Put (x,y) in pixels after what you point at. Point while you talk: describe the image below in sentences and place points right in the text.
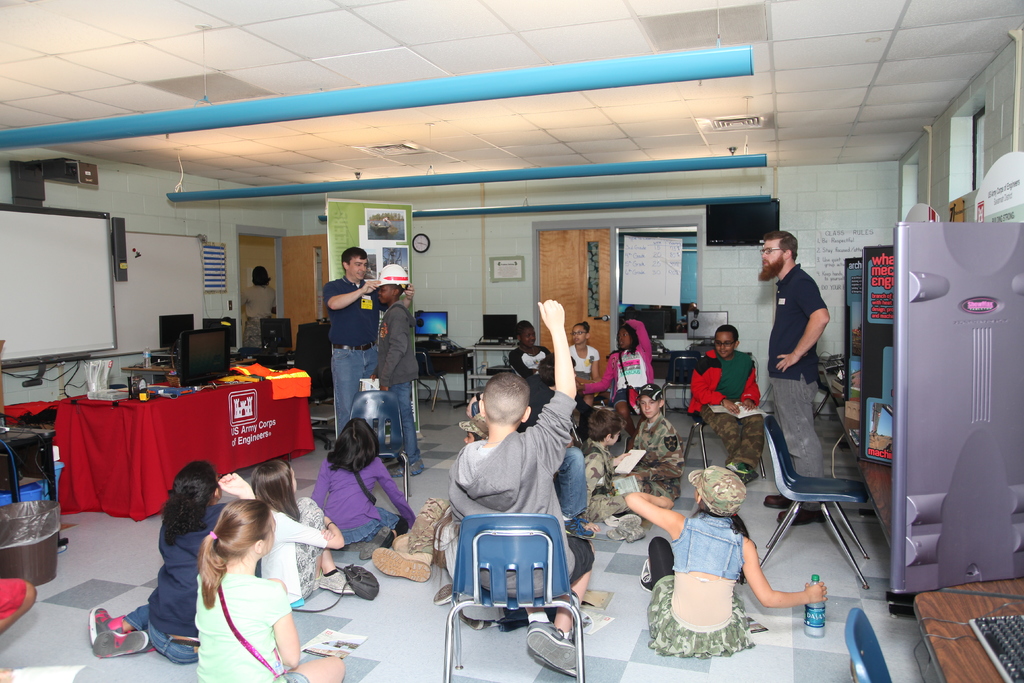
This picture shows few people (798,332) are standing, few are seated on the ground (599,576) and few are seated on the chair (675,380) and we see few monitors (198,376) on the table (182,406) and a projector screen (95,252) and few speakers (118,238) and a white board (148,288) and we see poster (878,259) on the wall (496,307) and a wall clock (425,249).
